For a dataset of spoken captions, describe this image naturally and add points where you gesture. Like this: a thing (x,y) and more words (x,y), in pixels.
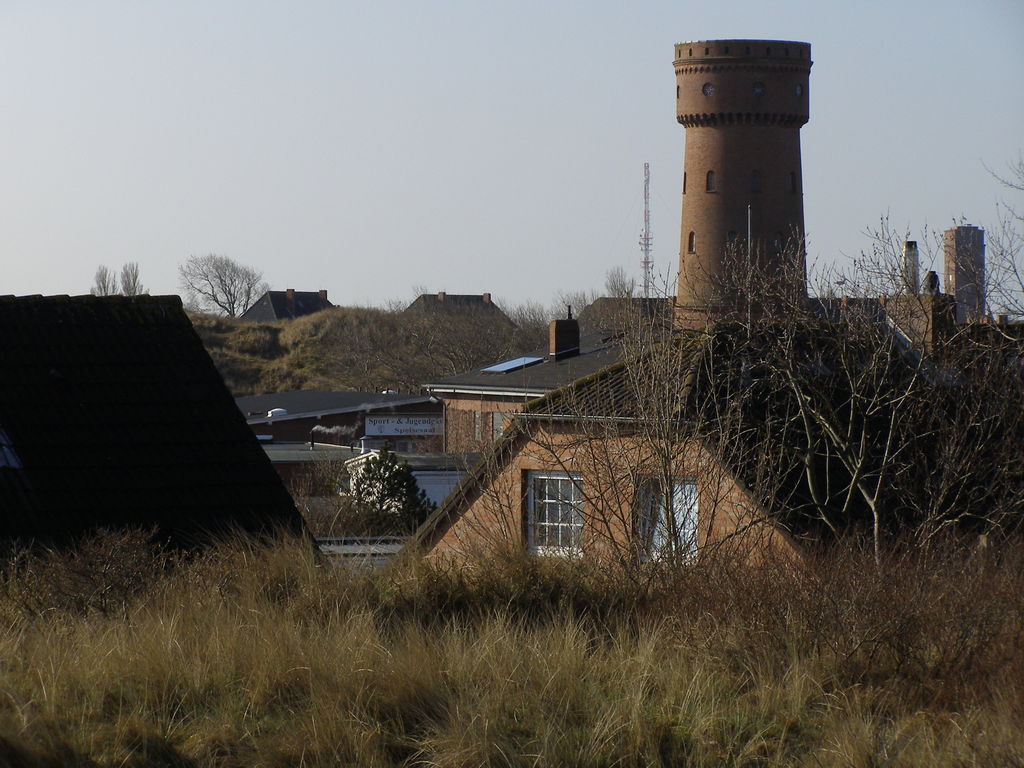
In this picture we can see grass (347,710) on the ground (501,688) and in the background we can see few buildings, tower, trees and the sky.
